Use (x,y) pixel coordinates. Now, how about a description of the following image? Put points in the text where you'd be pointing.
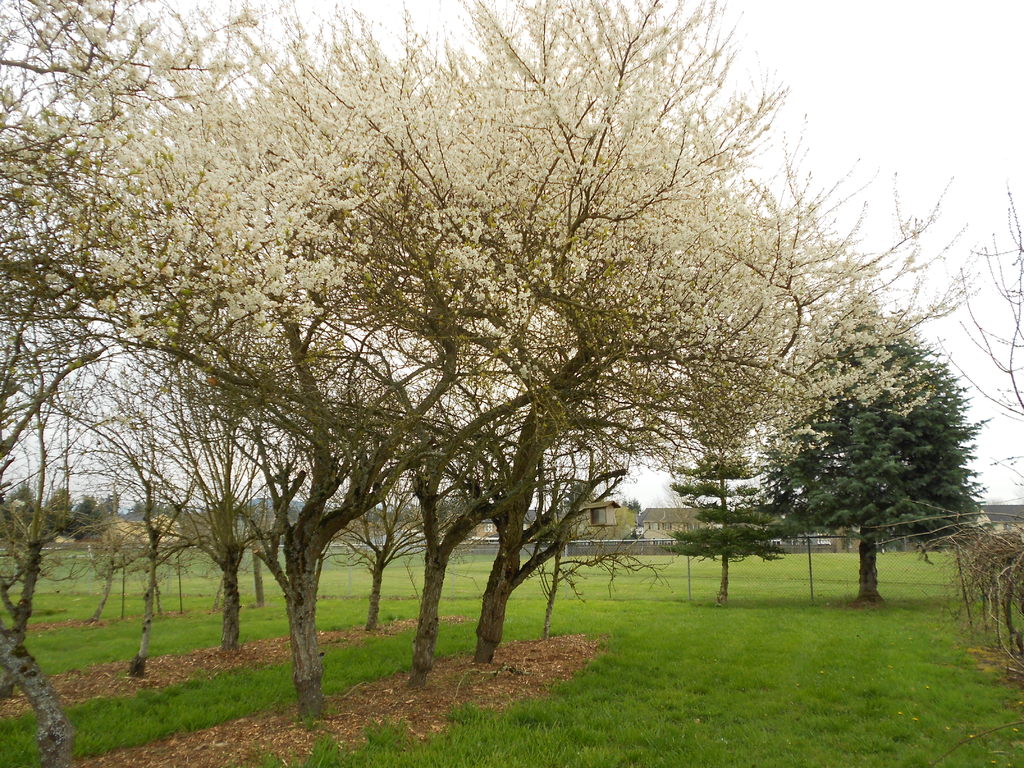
This image consists of trees (477,431) which is having white color flower (492,204). At the bottom (530,635), there is grass (709,610). In the background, there are houses (669,531). To the top (940,141), there is a sky (908,140).
